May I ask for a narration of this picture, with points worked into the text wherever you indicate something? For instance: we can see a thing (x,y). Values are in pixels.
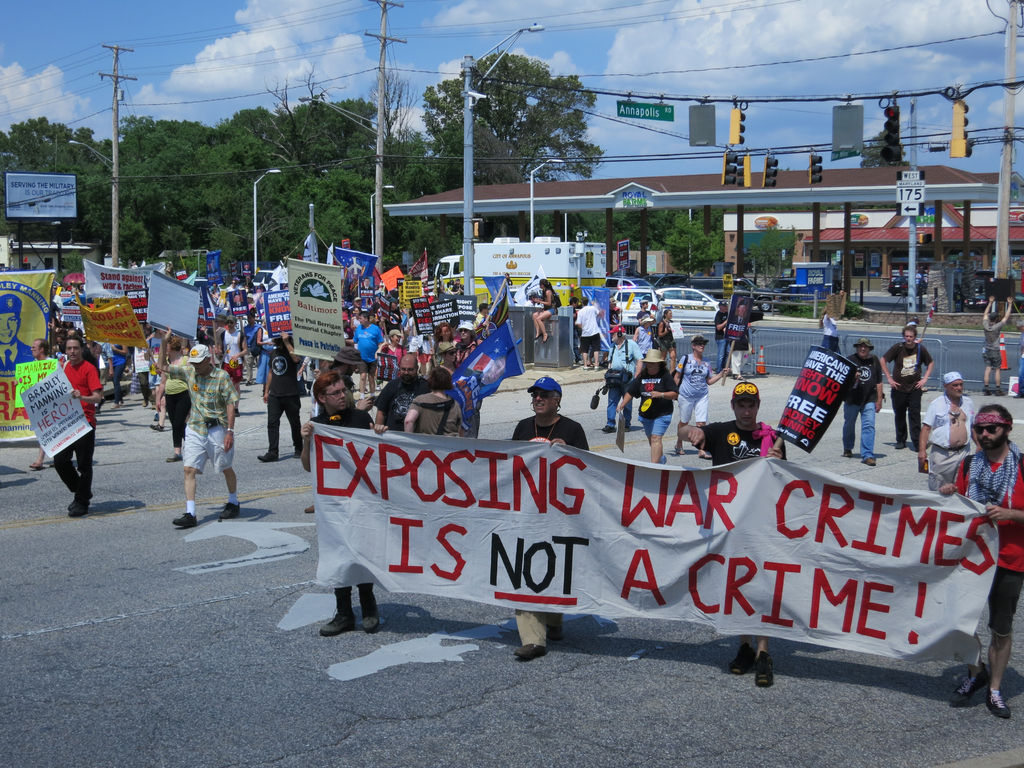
In this picture there are people (540,628), among them few people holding banners (428,535) and we can see poles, wires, traffic signals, lights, wires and boards (834,358). In the background of the image (683,193) we can see shed (724,189), houses (820,241), vehicles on the road (180,601), trees (628,224) and sky (838,53) with clouds (747,69).
